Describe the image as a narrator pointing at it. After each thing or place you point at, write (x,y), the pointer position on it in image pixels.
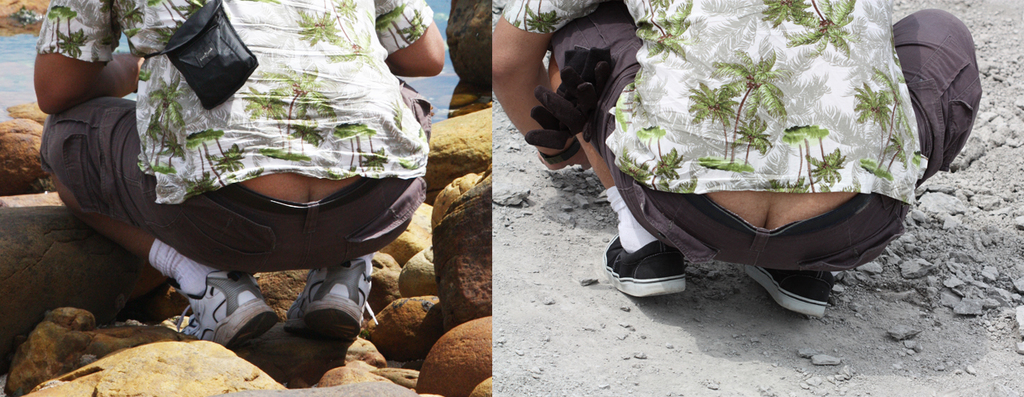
This is a collage picture and in this picture we can see two people (505,50), stones (98,242), bag (187,67) and some objects (633,281).
